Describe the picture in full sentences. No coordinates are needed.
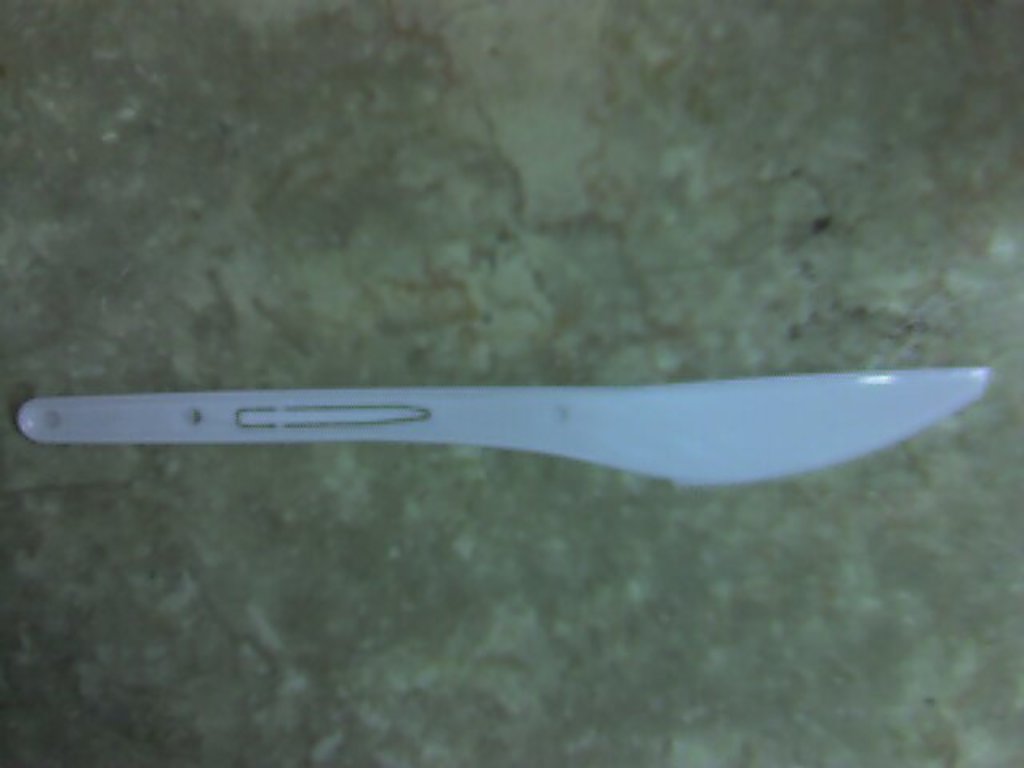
In this image I see a knife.
